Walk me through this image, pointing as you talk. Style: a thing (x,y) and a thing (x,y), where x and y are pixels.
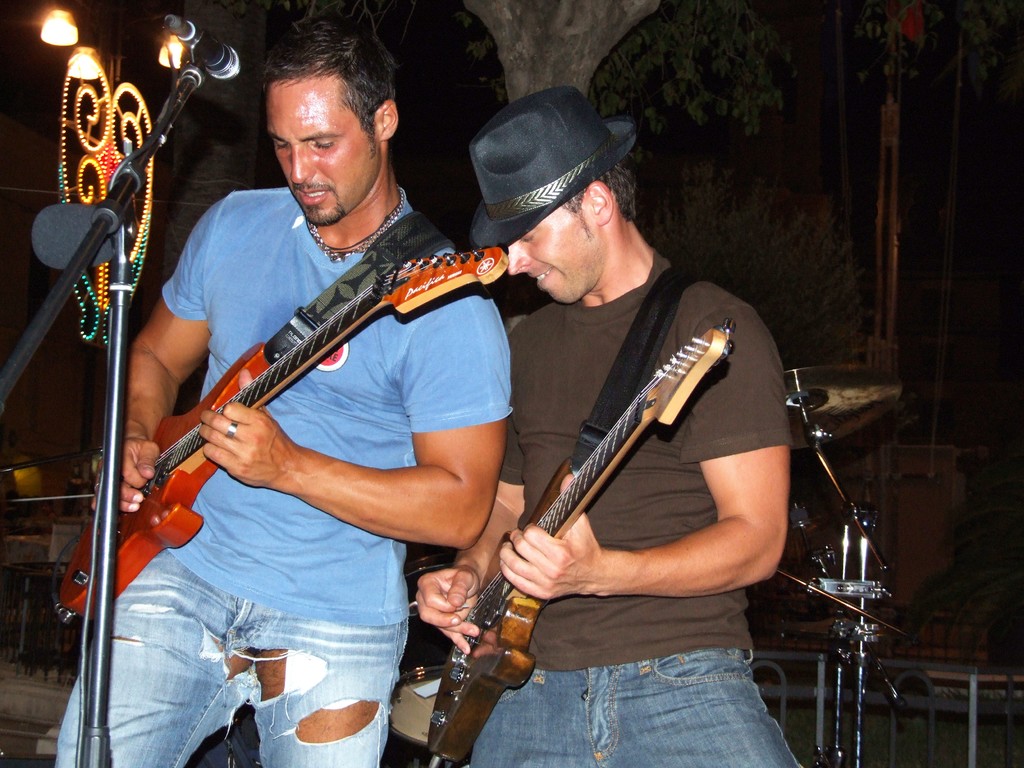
In this image there are two persons (367,124) there are two persons (259,294). In the middle of the image (549,343) a man (691,568) is standing, holding a guitar (502,574) in his hand (508,556) and playing the music. He is wearing a hat (538,158). In the left side of the image (123,459) a man (350,732) is standing holding a guitar (169,519) in his hand (260,438) and there is a mic (203,52). In the background (673,94) there is a tree (182,136) and there are few lights (61,47).
